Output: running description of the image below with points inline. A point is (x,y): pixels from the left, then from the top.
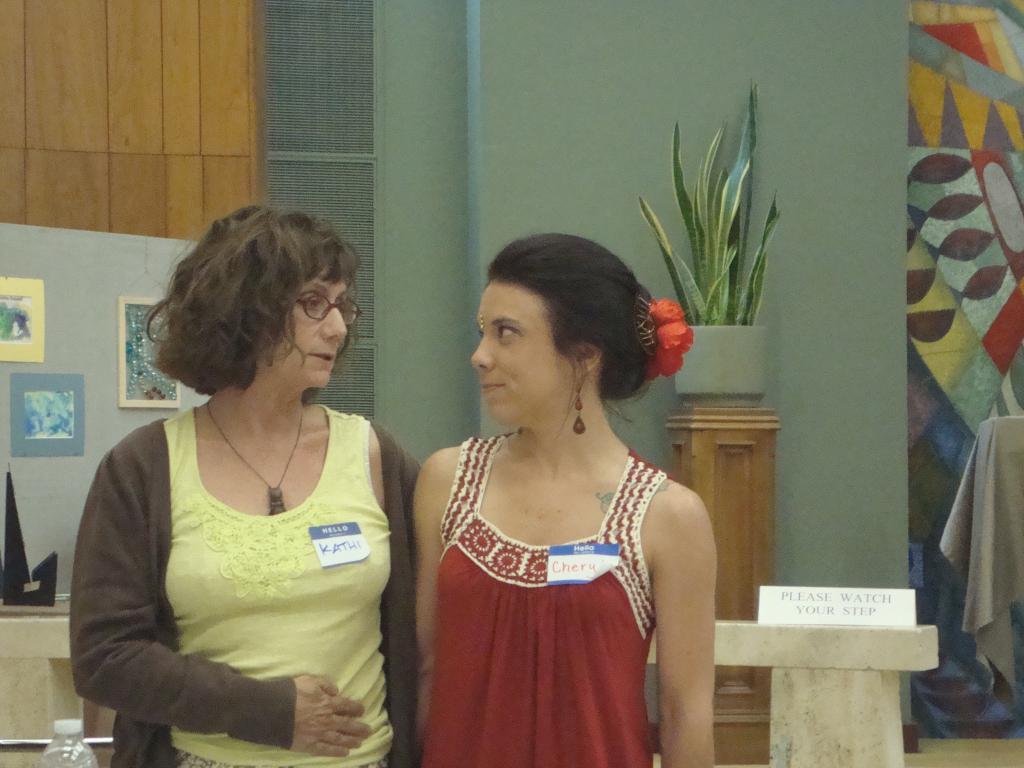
In this picture we can see two women (499,555) in the front (297,537), on the left side (60,388) there are photo frames (60,405), we can see a wall (727,58) and a plant (710,197) in the background (701,213), on the right side (798,602) we can see a name board (888,617) and a cloth (1003,492).
